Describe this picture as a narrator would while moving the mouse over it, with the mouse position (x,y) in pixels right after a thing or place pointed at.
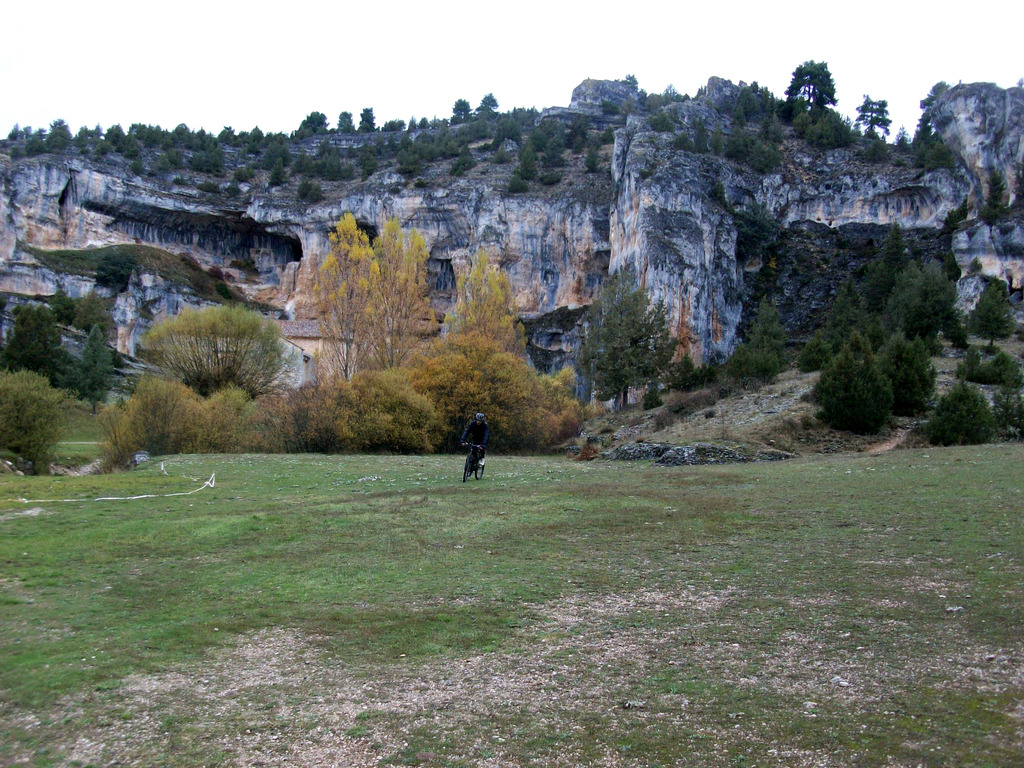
In this image I can see the hill (159,204) and the sky (177,38), in front of the hill (223,306) I can see a person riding on bicycle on the ground (309,506) and I can see trees (35,362) visible in front of the hill (557,317).
